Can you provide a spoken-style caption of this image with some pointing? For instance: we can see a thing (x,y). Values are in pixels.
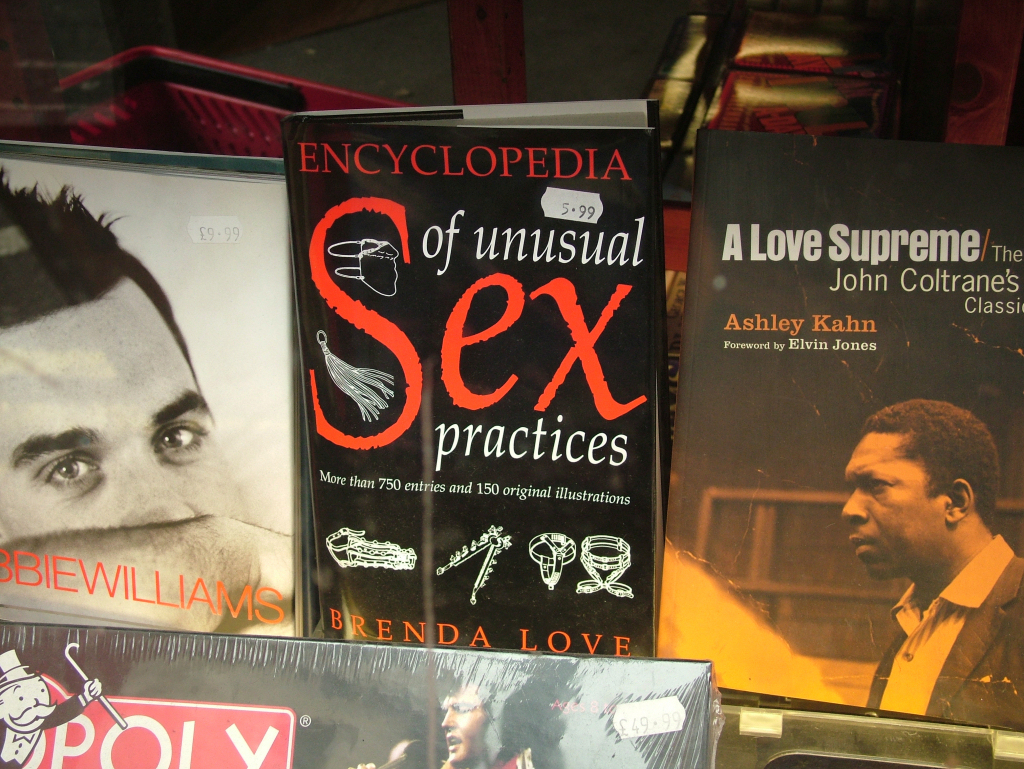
In this picture I can see few books (549,599) and some text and few pictures (350,395) on the cover pages (413,392).
